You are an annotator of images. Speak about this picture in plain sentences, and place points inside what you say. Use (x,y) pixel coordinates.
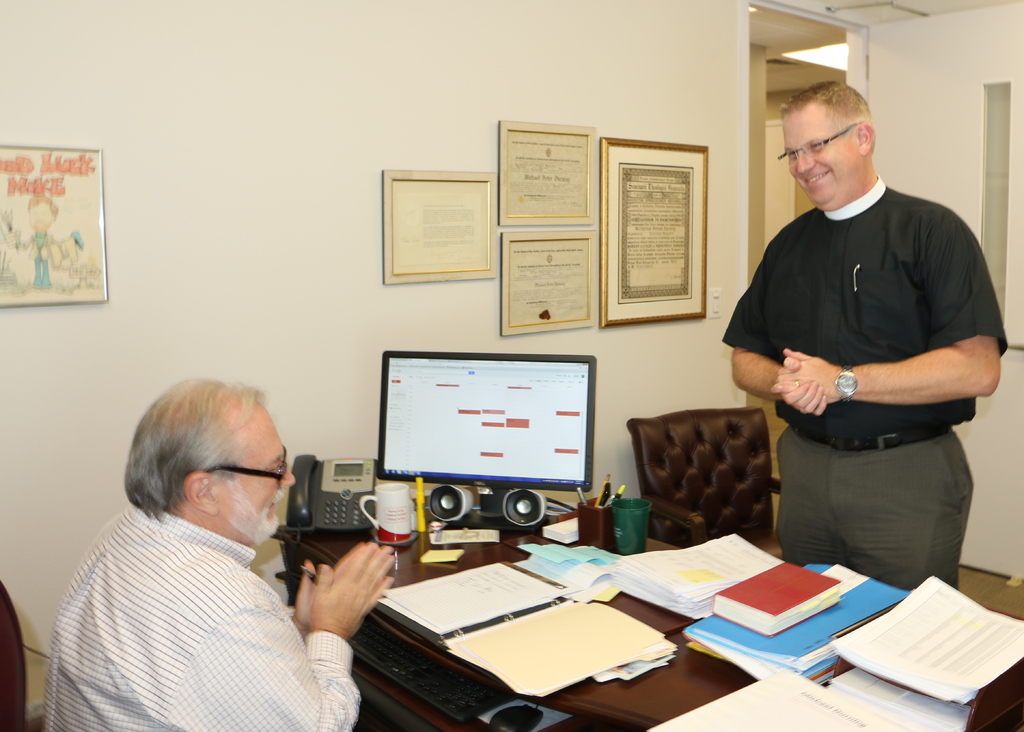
In this image there is a man (237,542) sitting, he is holding an object (310,570), there is a man (864,297) standing, there is a table (458,728), there are objects (500,600) on the table (653,681), there is a monitor (449,475), there is a chair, there is a wall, there are photo frames (434,253) on the wall (246,345), there is roof (804,40) towards the top of the image (876,6), there is a light (787,53), there is a door (1004,422) towards the right of the image (1019,270), there is an object (18,655) towards the left of the image (18,655).
